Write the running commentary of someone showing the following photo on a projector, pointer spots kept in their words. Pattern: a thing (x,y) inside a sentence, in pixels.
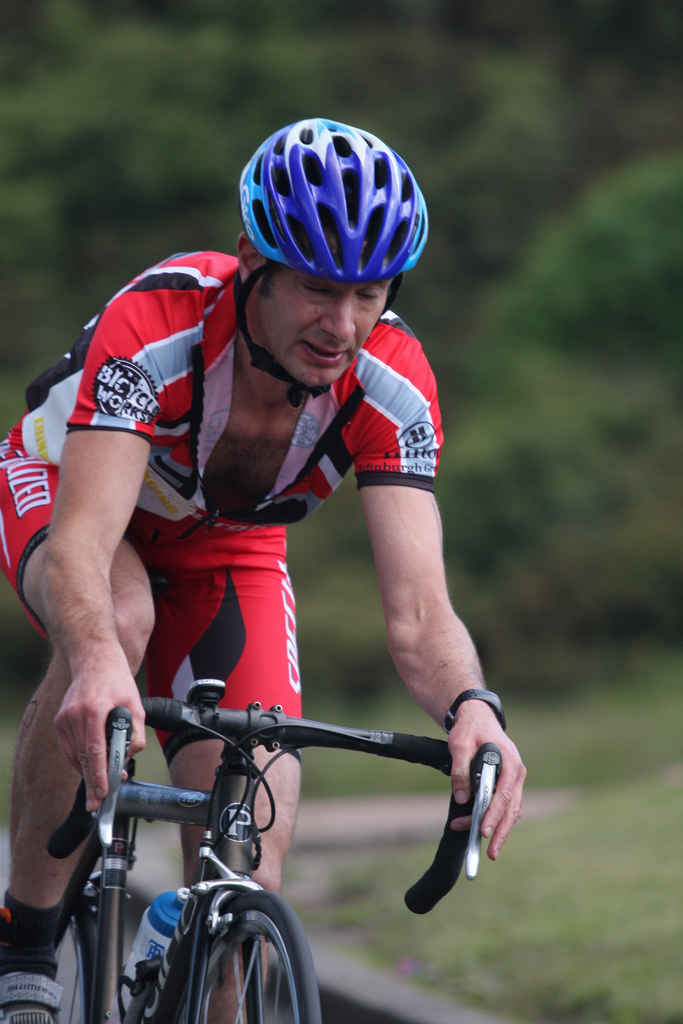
In this image I can see a person (139,330) wearing red, white and black colored jersey (150,326) and blue color helmet (336,173) is riding a bicycle (223,771) which is black in color on the road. In the background (495,576) I can see few trees (562,315) which are blurry.
